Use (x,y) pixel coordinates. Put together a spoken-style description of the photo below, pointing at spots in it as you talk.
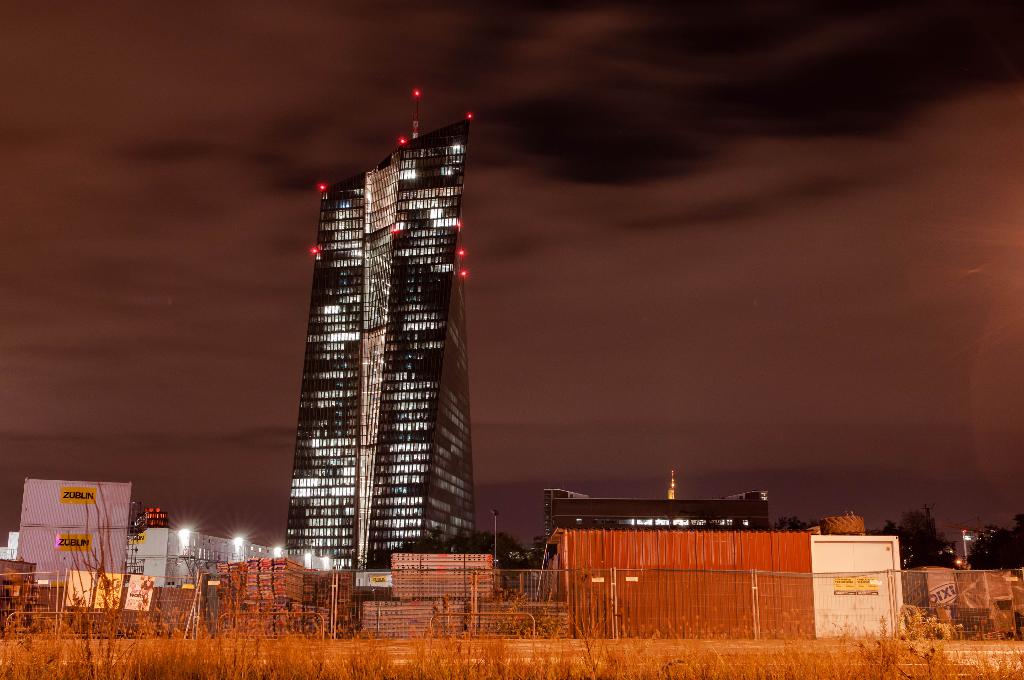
At the bottom (841,655) there are plants (824,652). In the back (465,627) there are railings (644,610), buildings (294,550), lights (279,545). In the background (186,502) there are trees (996,546) and sky (729,341).
